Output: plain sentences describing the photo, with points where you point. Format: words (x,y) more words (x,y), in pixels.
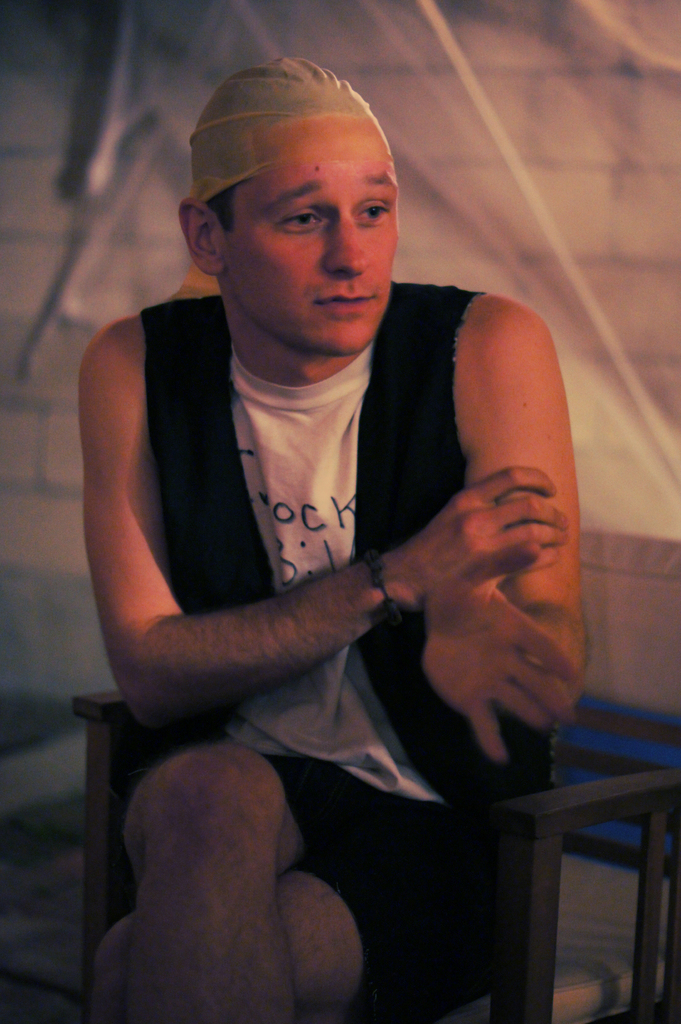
This is the picture of a person (301,690) in white and black top (416,506) sitting and has something on his head (391,206) and behind there is a white cloth (531,305) to the wall (70,128).
